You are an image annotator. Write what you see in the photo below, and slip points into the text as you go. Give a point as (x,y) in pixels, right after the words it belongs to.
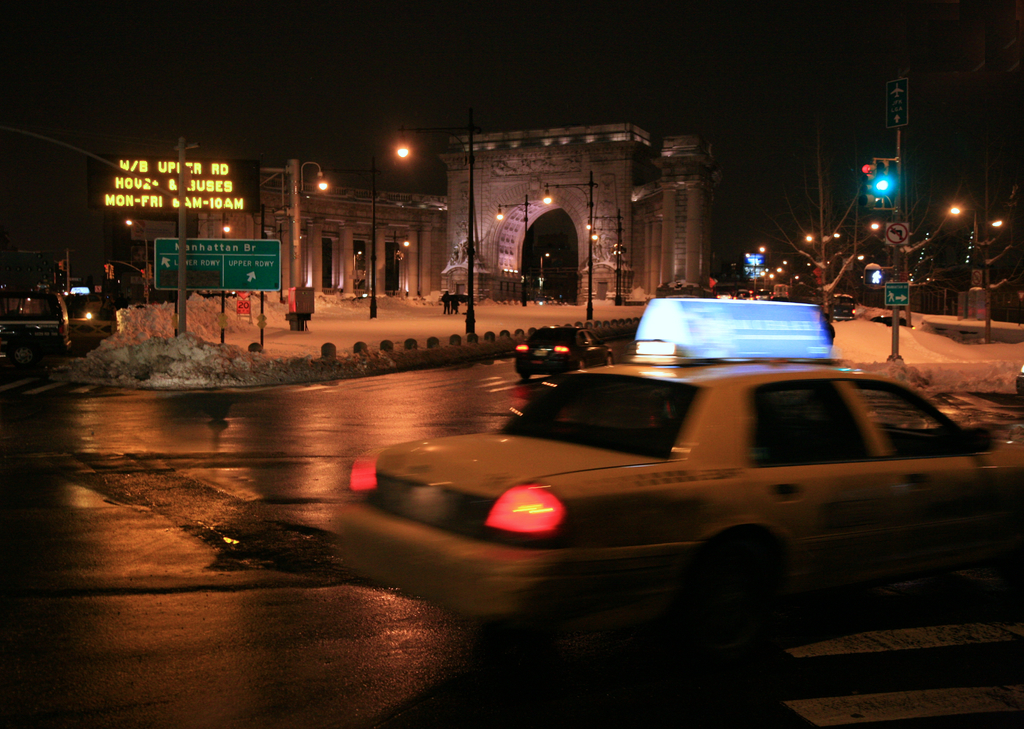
In this image I can see a road (254,587), on which I can see vehicles (710,379), poles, trees (1006,250), signal lights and beside the road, I can see building (330,227), street light poles (473,279), persons (446,296) visible in front of arch (564,154) and arch (588,160) is visible in the middle (492,261) and there are some vehicles (43,300) visible on the left side (30,314), at the top (174,90) there is the sky (288,90) and this picture is taken during night.
